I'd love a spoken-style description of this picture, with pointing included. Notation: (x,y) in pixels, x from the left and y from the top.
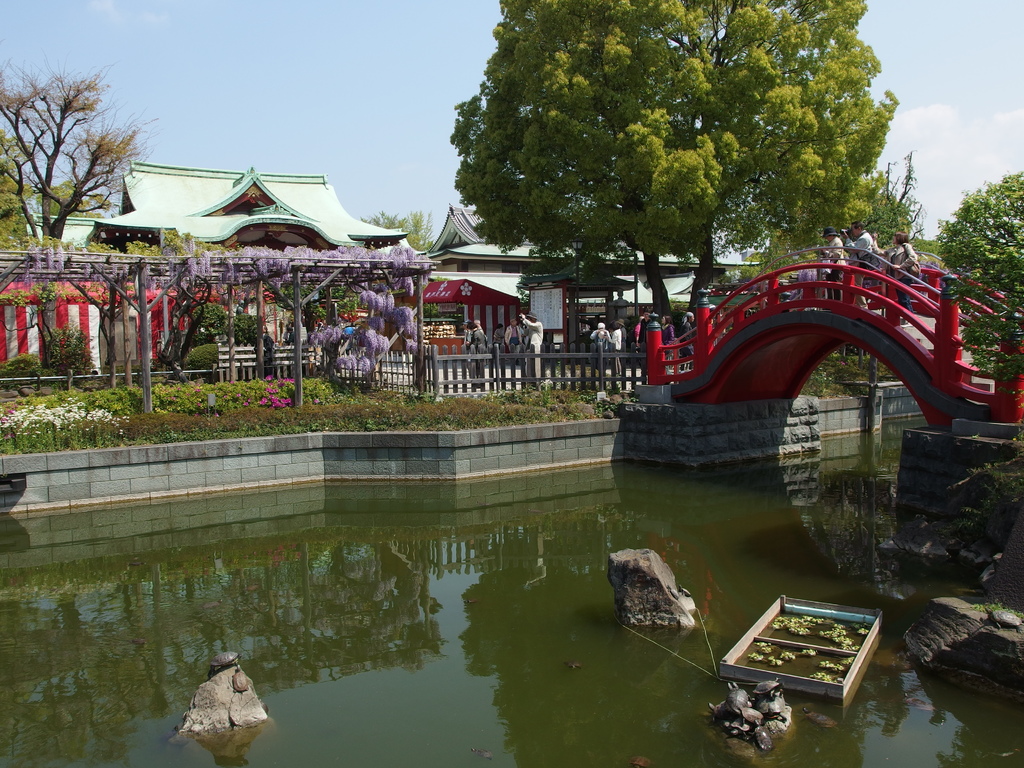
This is the water (485,565) flowing. I can see the turtles (750,712) on the rocks (239,698). This looks like a bridge (776,323). I can see the trees (560,204). There are groups of people (651,321) standing. This looks like a wooden fence (431,368). These are the small plants (79,397) with the flowers (54,409). I can see the buildings (496,253).
